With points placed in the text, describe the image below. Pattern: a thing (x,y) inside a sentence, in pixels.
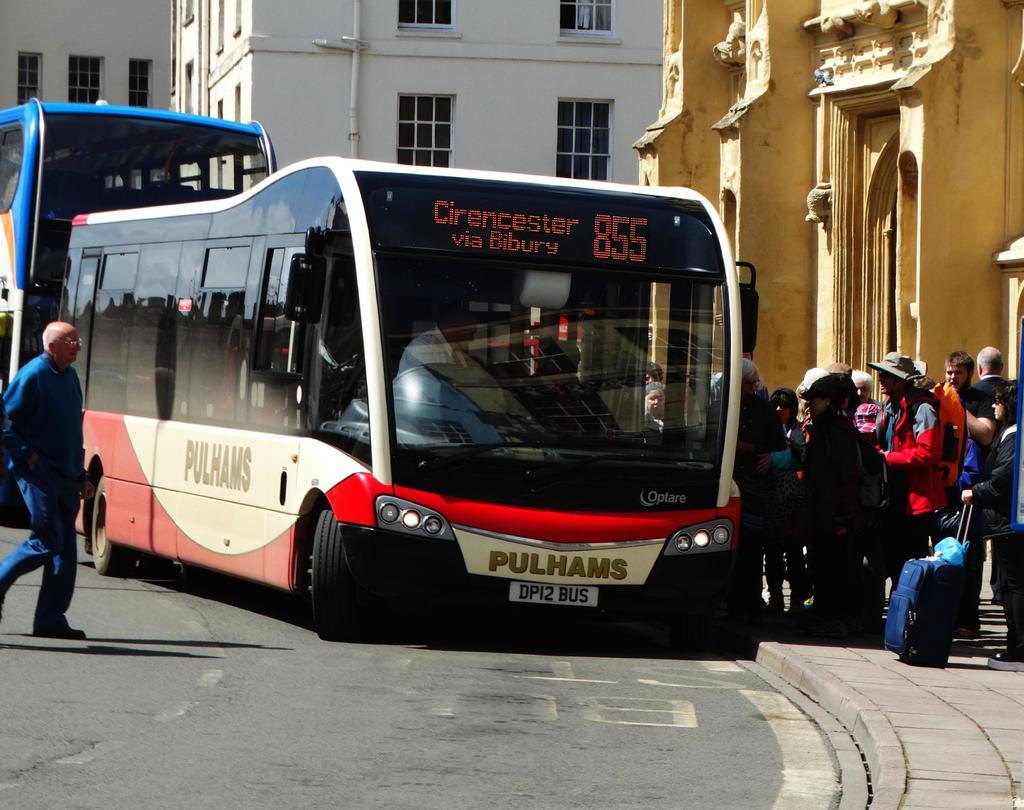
In the center of the image (461,455) there is a bus (463,462) on the road (398,708). On the right side of the image (792,576) we can see persons (874,560) on the footpath (860,634). In the background (807,131) we can see buildings (503,77).
